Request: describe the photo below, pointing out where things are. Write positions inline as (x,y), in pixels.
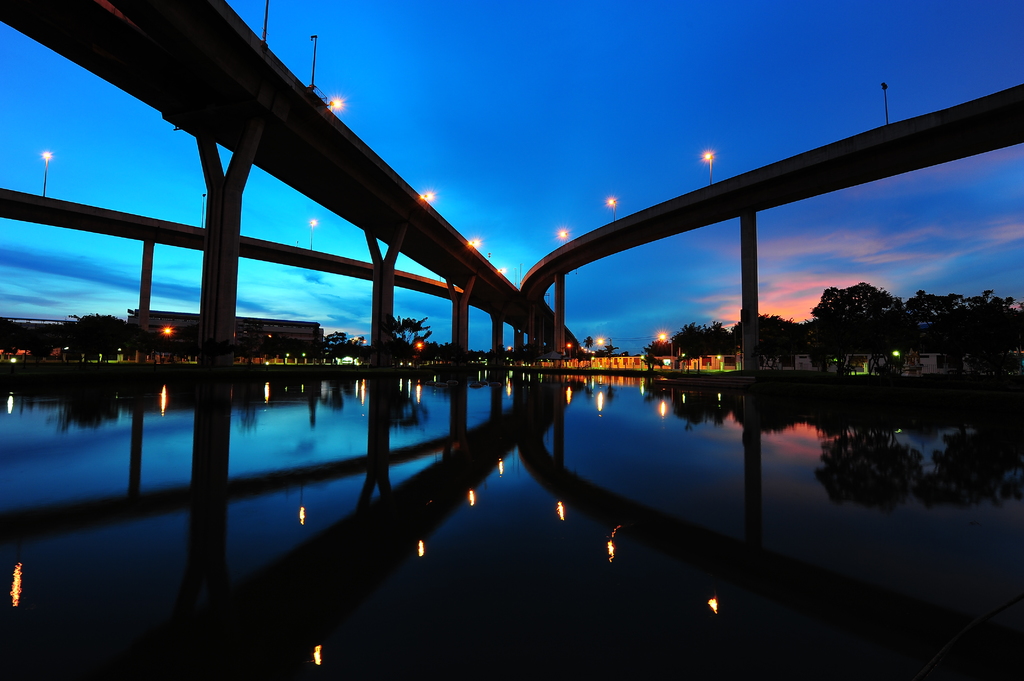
In this picture I can see some lights (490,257) to the bridge (527,293), down I can see water flow (385,454), behind there are some buildings (300,328) and trees (344,344).
